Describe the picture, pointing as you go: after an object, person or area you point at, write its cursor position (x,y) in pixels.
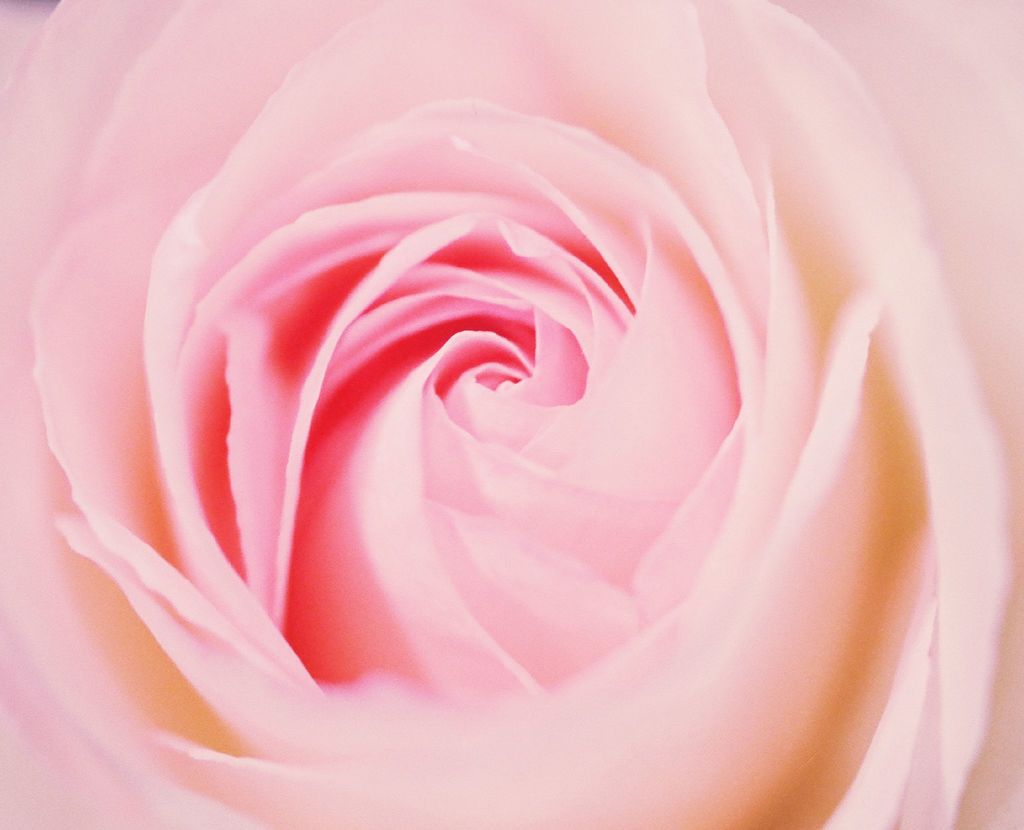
This picture looks like a poster (392,386). In the poster (550,441) I can see the flower (550,441).
